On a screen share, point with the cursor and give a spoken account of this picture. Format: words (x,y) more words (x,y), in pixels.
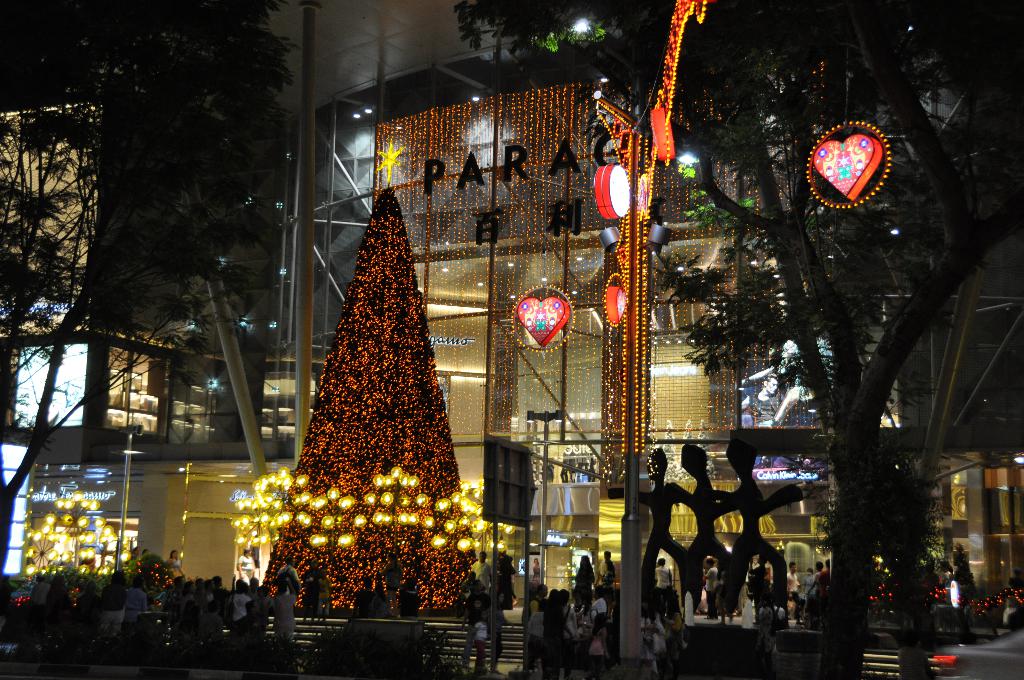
There are people (580,611), stairs (519,636) and plants (342,647) at the bottom side of the image (390,609) and there is a Christmas tree (400,310), lights (477,501) and a board (521,478) in the center (400,420). There are lights (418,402) and buildings (466,311) in the background area (579,191).
